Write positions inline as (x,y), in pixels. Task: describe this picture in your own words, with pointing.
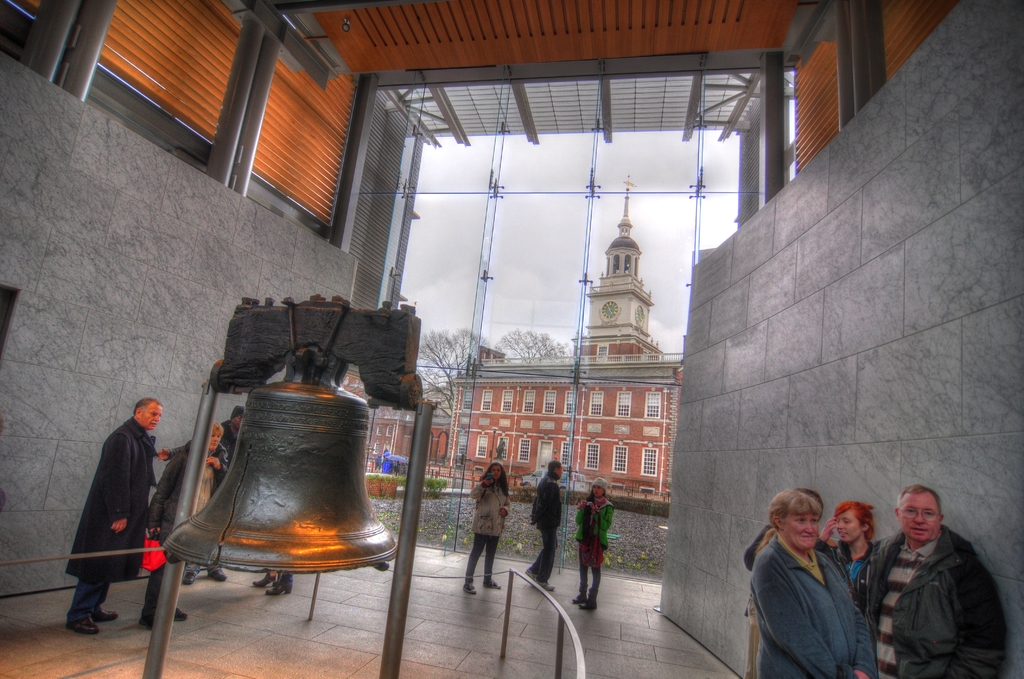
This image consists of building (441,432) in the middle (624,405). There are trees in the middle (452,365). There is a bell (301,436) in the middle (416,375). There are some persons (491,533) standing in the middle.
